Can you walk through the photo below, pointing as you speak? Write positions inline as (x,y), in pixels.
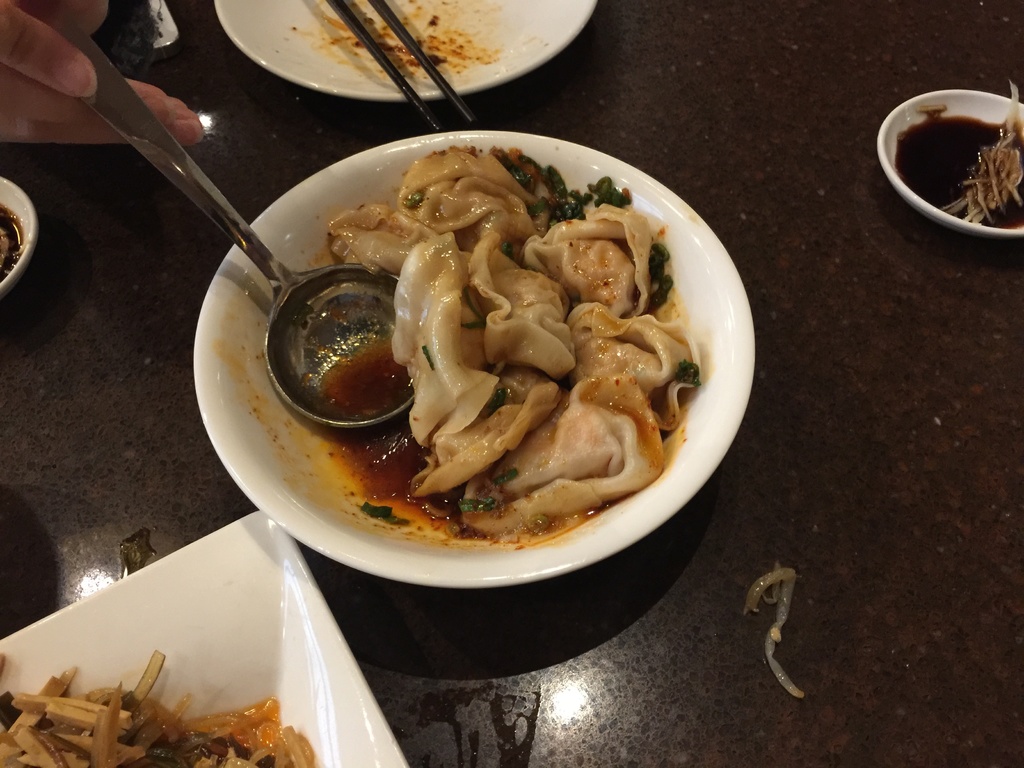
In this picture I can see the food (527,321) in a plate (527,321), in the top left hand side (130,80) I can see a human hand (93,76), this person (88,74) is holding the spoon (317,292), there are few plates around the middle plate (475,456).
